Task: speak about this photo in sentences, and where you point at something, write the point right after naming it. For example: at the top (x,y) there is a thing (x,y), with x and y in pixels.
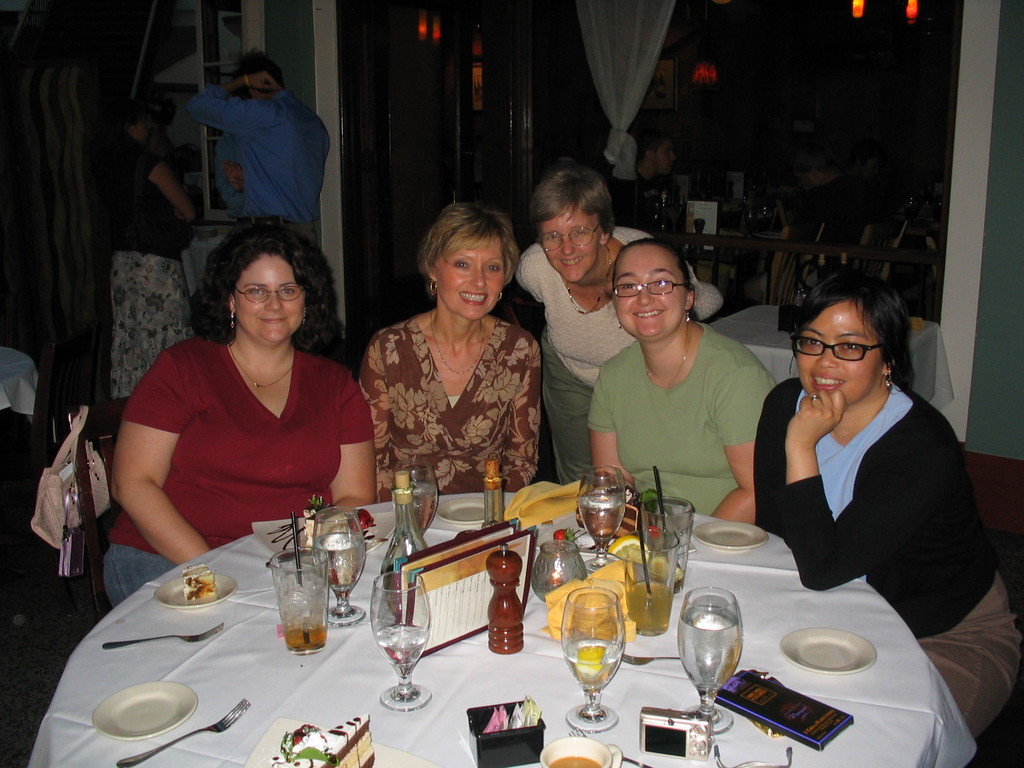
In this Image I see 5 women (622,248) and all of them are smiling, I can also see these 4 women (804,338) are sitting on chairs (98,611) and this women (567,347) is standing and there is a table (82,762) in front of them on which there are many things (396,622). In the background (139,368) I see few people (157,273), lights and the curtain (659,14).
